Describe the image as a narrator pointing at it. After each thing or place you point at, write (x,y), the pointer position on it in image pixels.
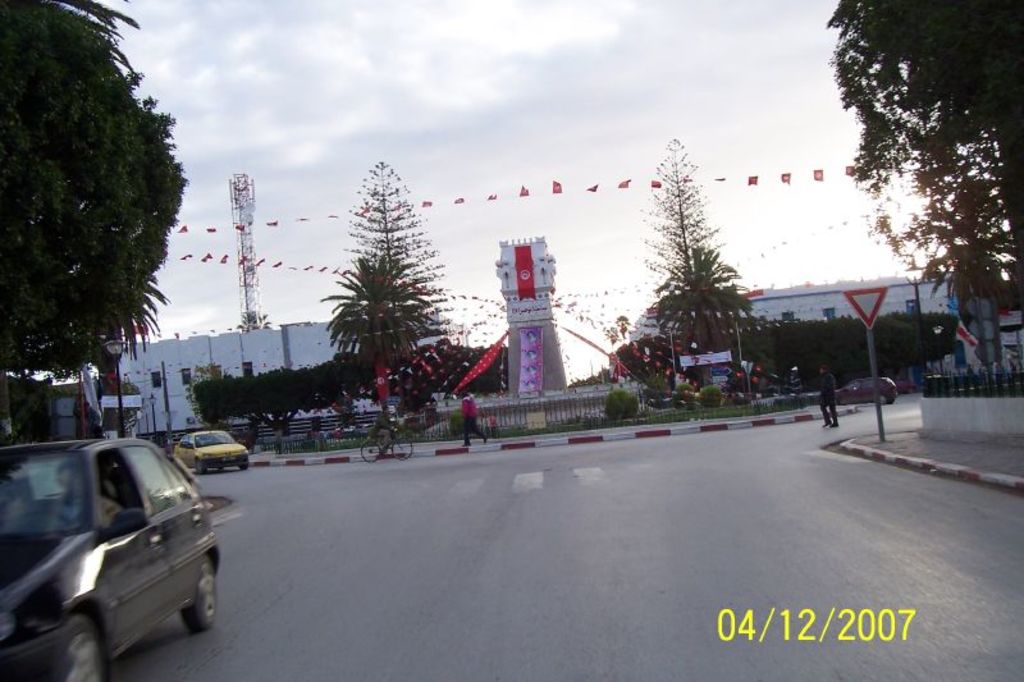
In this picture we can see vehicles (34,621), people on the road (285,586), here we can see a person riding a bicycle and we can see buildings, trees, banners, poles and some objects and we can see sky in the background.
